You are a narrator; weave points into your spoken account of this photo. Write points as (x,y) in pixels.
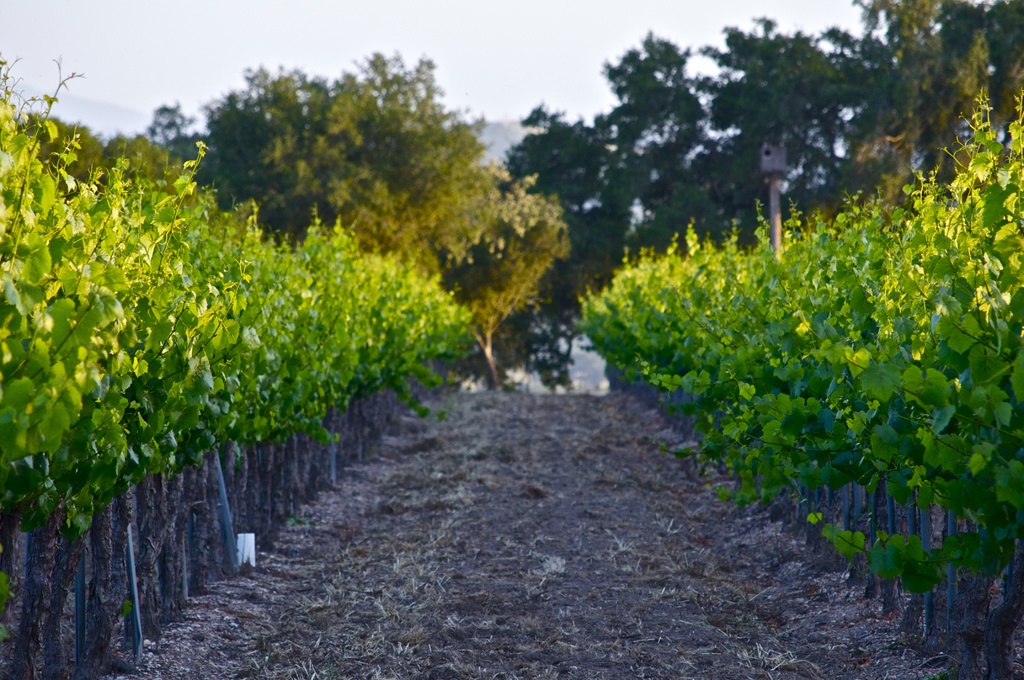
In this image we can see walkway (357,488), there are some plants (361,397) on left (181,385) and right side of the image (730,309) and in the background of the image (678,193) there are some trees (549,194) and clear sky (514,59).
